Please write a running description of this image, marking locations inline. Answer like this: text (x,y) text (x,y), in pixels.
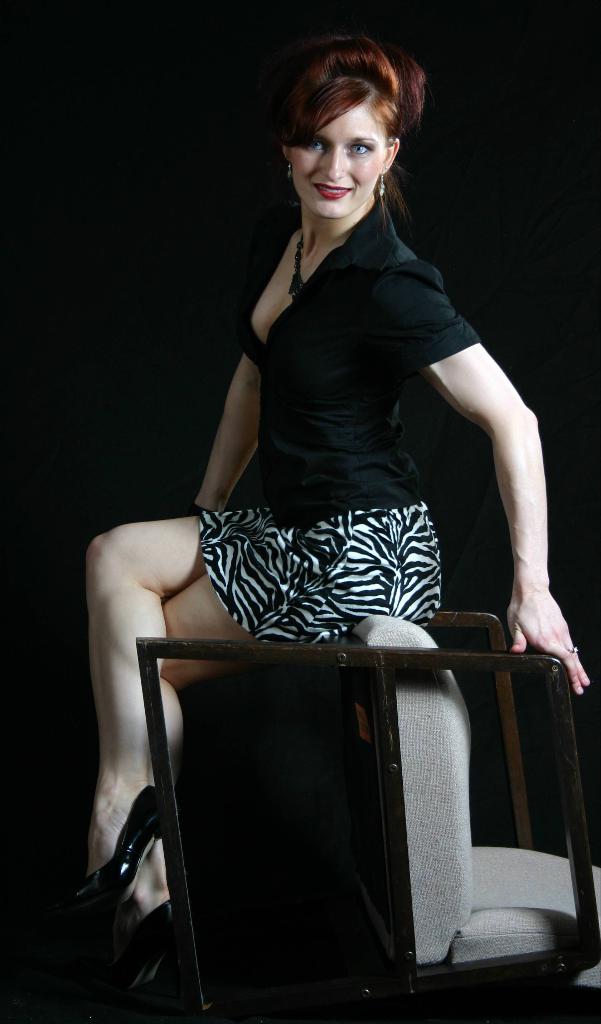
There is a woman (376,419) in the image who is wearing a black color dress (375,294) and she is also having smile on her lips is sitting on chair (445,615).
